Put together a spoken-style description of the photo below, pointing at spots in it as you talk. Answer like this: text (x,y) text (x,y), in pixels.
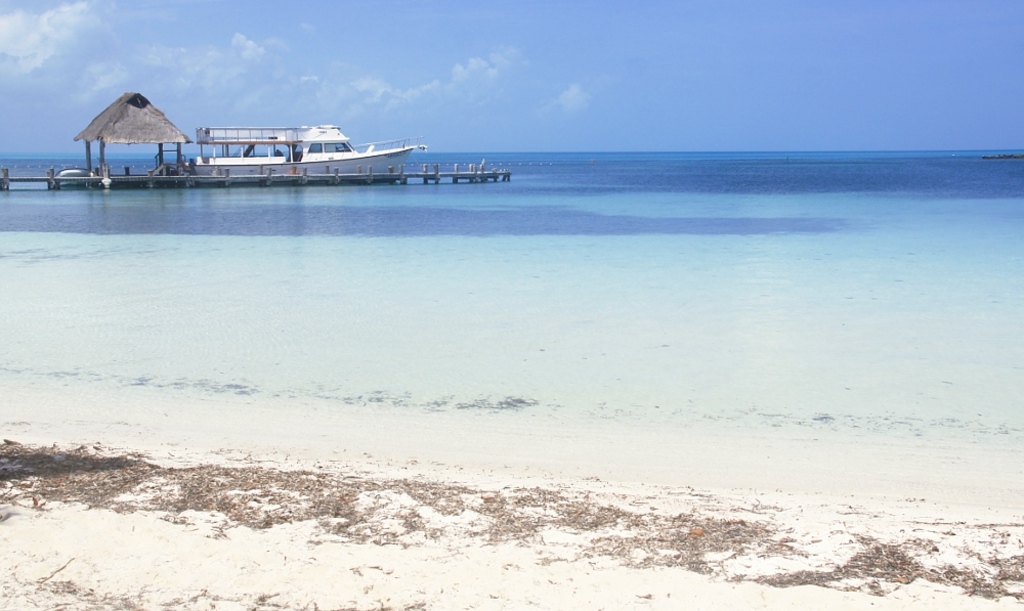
This image consists of a boat (220,139) in white color. And we can see a path (249,180) made up of wood (121,182). Beside the boat (244,138) there is a hut (133,141) in brown color. At the bottom (717,440), there is sand (713,460). In the background (549,104), there are clouds (584,105) in the sky (468,105). It looks like it is clicked near the beach (326,610).
